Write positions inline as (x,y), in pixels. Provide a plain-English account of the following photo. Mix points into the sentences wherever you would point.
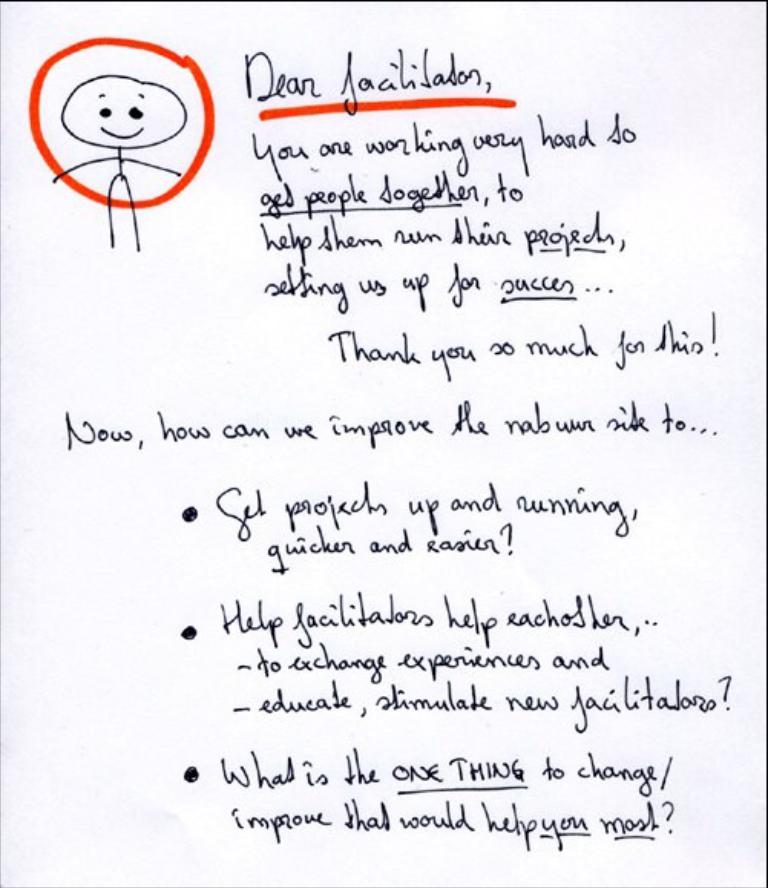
In the image we can see there is a letter (445,417) and there is a drawing (131,113) of a person (152,113) on it. The drawing (143,111) of a person (124,122) is circled with red colour ink (163,196) and the matter (462,418) in the letter (462,418) is written with black colour ink (454,287).
